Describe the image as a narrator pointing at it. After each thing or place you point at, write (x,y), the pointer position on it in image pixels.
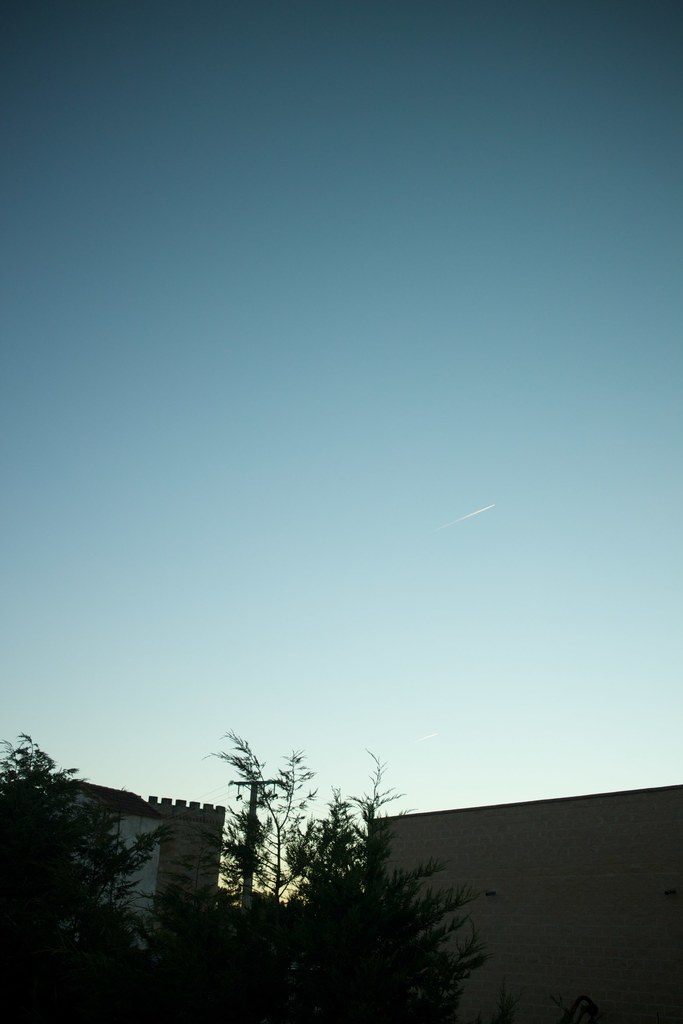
In this image we can see a tree (170,908), walls (175,853), current pole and blue sky (364,351).
